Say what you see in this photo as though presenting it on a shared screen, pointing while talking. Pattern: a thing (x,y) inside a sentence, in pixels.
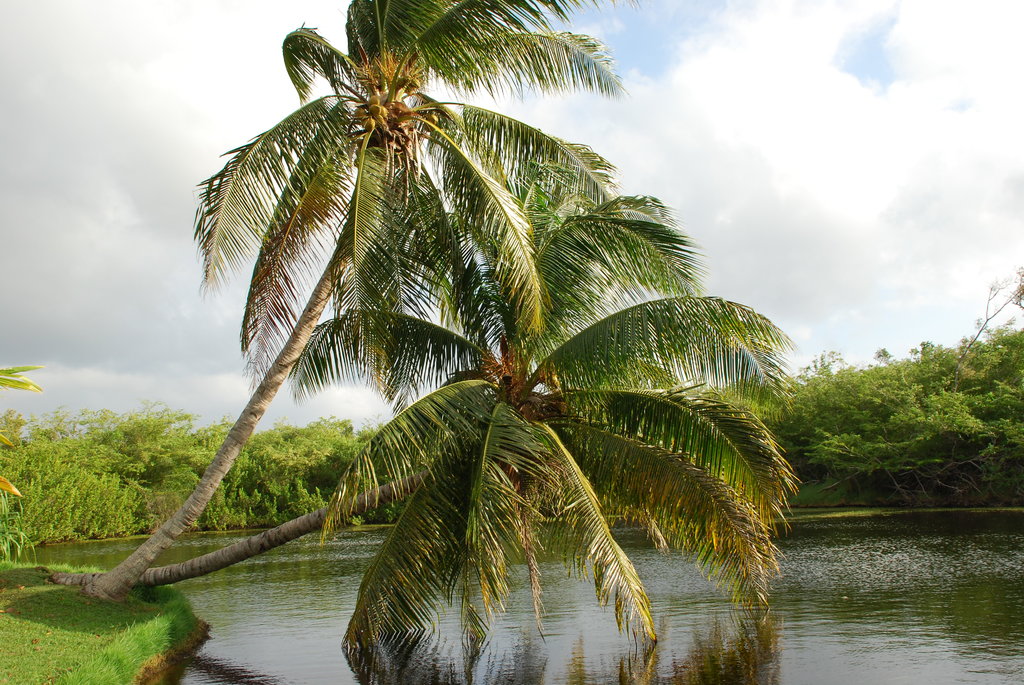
In this image I can see trees (736,573) in green color, water (308,598), and sky (182,165) in white and blue color.
